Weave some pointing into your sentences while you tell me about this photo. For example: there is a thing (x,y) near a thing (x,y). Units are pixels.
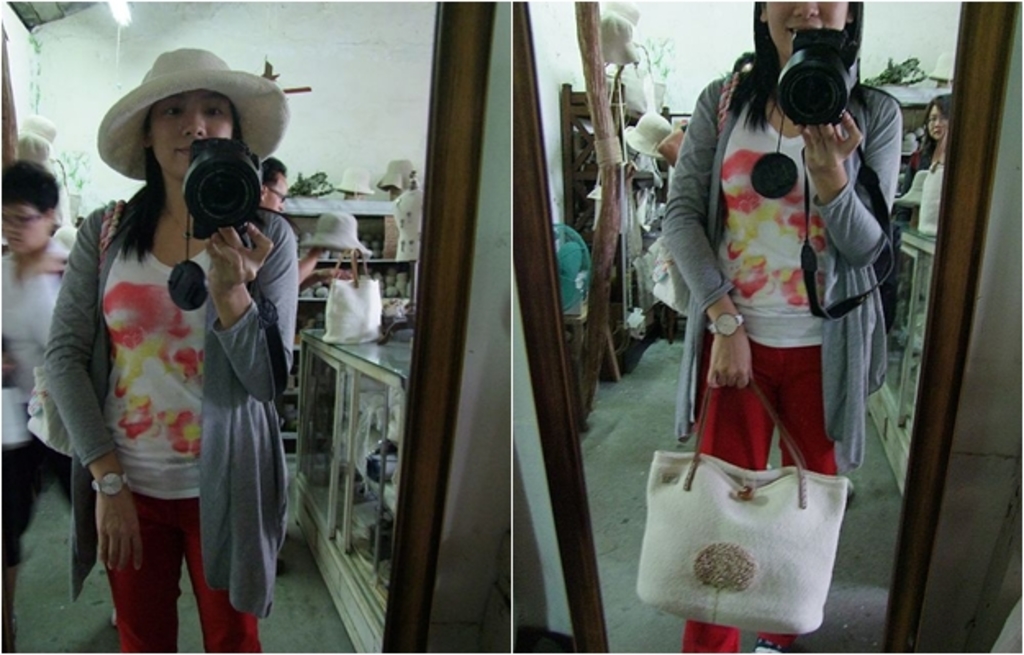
This is a collage image. Here I can see two images of same view. In this image a woman (217,264) is holding a camera (213,181) in the hand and taking a picture by standing in front of the mirror (187,619). In the background (344,468) I can see some more people (341,279) and tables (341,372). In the right side (743,331) image this woman (751,321) is holding a bag (717,598) in the hand (712,382) and taking the picture.
